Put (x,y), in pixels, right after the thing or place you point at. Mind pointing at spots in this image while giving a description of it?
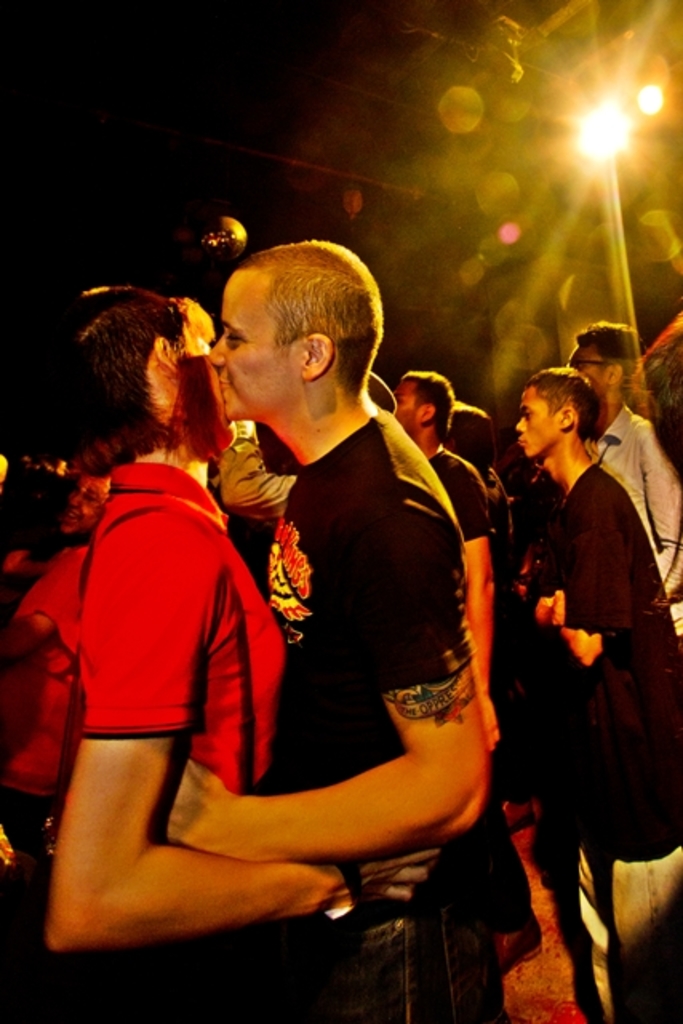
In this picture we see a man (419,722) kissing a woman (109,558). In the background (546,414), we can see many other people (553,397) and a light pole (597,149).
